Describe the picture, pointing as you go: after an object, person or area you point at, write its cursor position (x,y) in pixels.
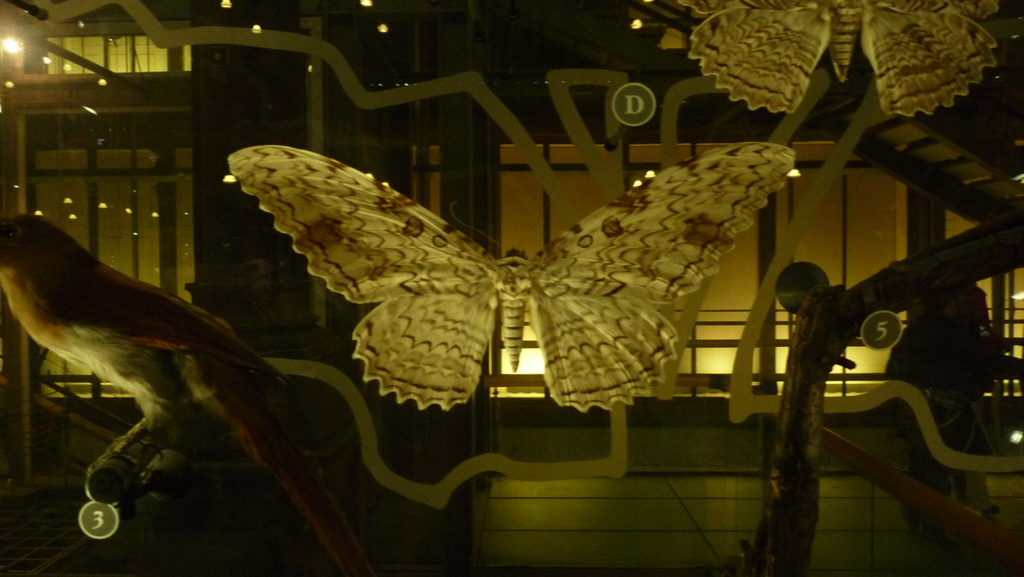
In this image, we can see some toy butterflies (541,311) and a bird (36,219). We can see a person (951,395) and some stairs (1004,174). We can see the glass (462,172) and some lights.
